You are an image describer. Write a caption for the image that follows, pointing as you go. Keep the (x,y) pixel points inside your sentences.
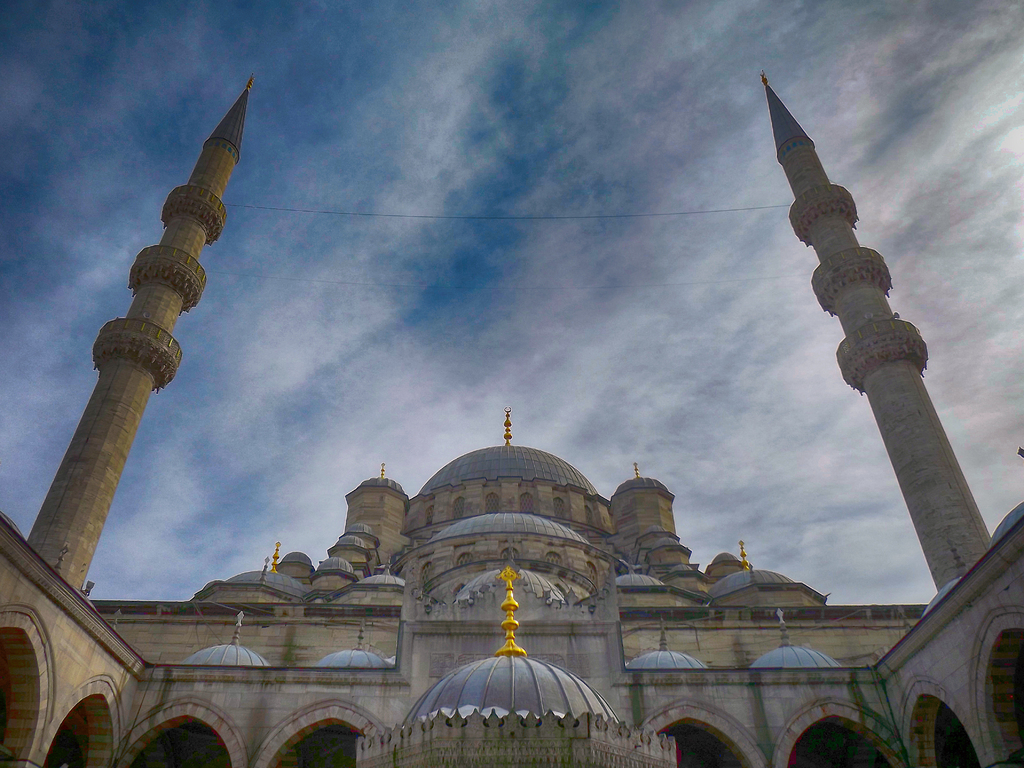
In this image, we can see ancient architecture (349,676), walls (963,651) and pillars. In the background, there is the sky (465,309).
